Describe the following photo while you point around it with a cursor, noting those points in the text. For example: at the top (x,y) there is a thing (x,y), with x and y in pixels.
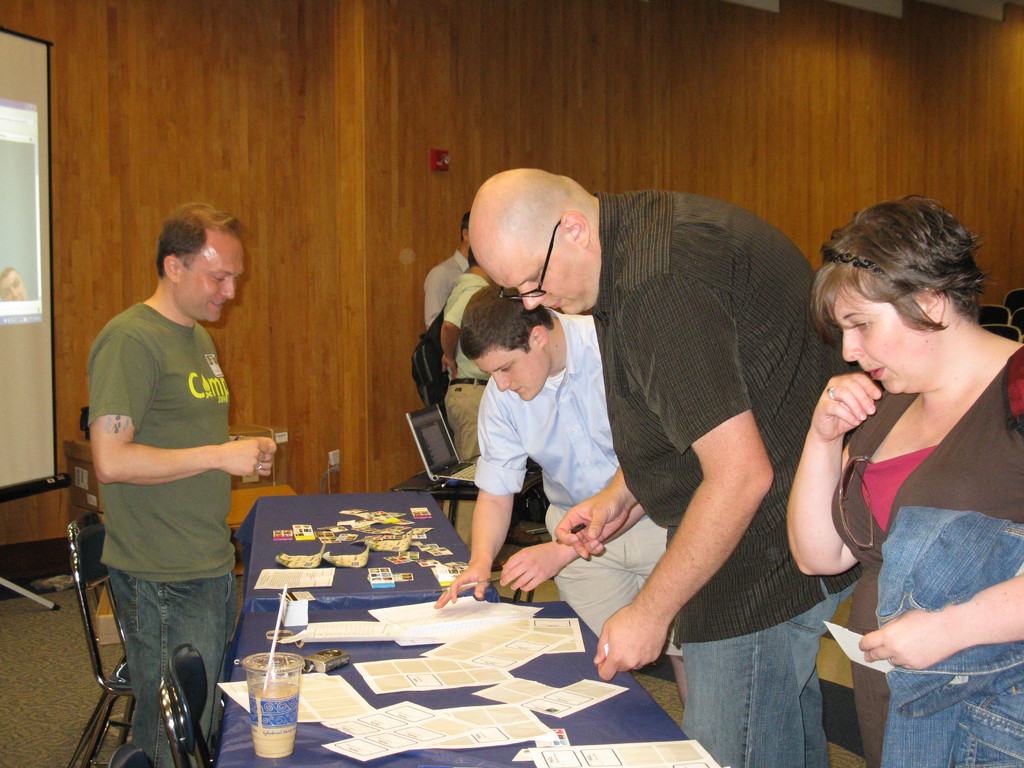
There are few people (816,510) standing near the table (257,576). The right first woman (917,348) is looking at the papers (569,747) placed on the table (591,738). she is holding a jean jacket (951,686) in her left hand (880,649) and also a piece of paper (845,639) in her hands (869,662). The man (760,341) next to the woman (861,360) is looking at the papers (489,669) placed on the table (560,669). He is wearing a black shirt (694,311) and a blue jeans (750,668). He is having spectacles (537,292) on his face (546,304). The man (572,430) next to him is wearing a blue shirt (541,462) and he is also looking at the papers (493,624) placed on the table (417,580). The man (212,489) who is opposite to him is looking at the papers (440,618) and smiling. There are two chairs (186,708) placed on the floor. You can see a wooden wall (330,232). There are two people (453,290) standing far and also we can see a laptop (435,444) placed here.
